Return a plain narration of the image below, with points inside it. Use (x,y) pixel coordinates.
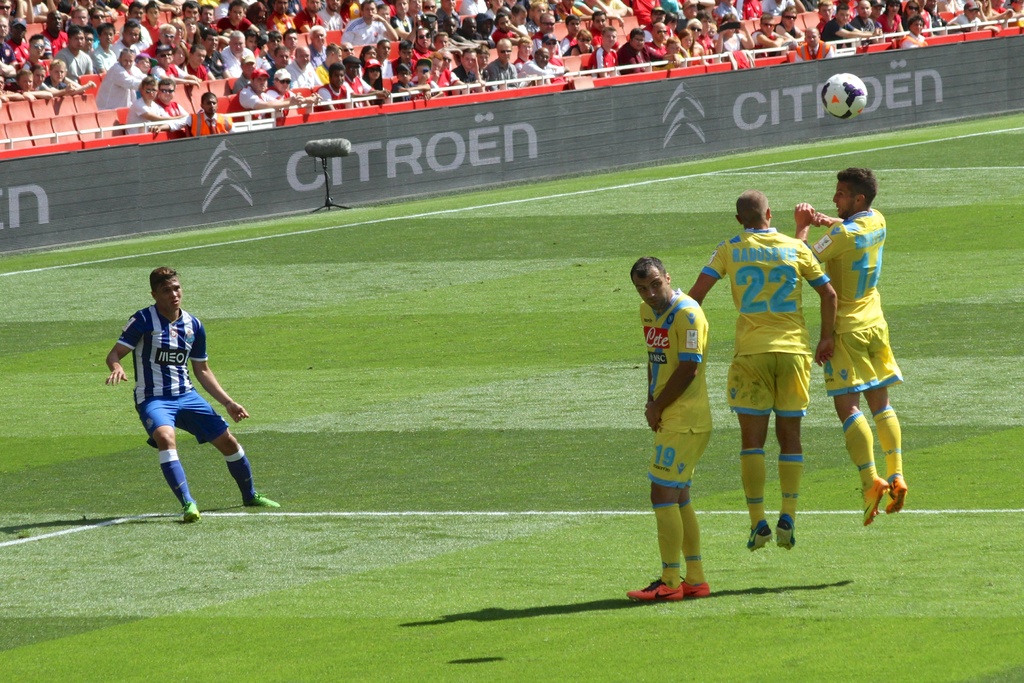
This image is taken outdoors. At the bottom of the image (388,596) there is a ground (922,572) with grass (424,287) on it. In the middle of the image (680,330) four men (209,412) are playing with a ball (828,105). In the background (259,143) there is a board (168,186) with a text (490,146) on it and there is a railing (80,134). Many people (168,101) are sitting on the chairs (9,123) and there are a few empty chairs (97,115).
